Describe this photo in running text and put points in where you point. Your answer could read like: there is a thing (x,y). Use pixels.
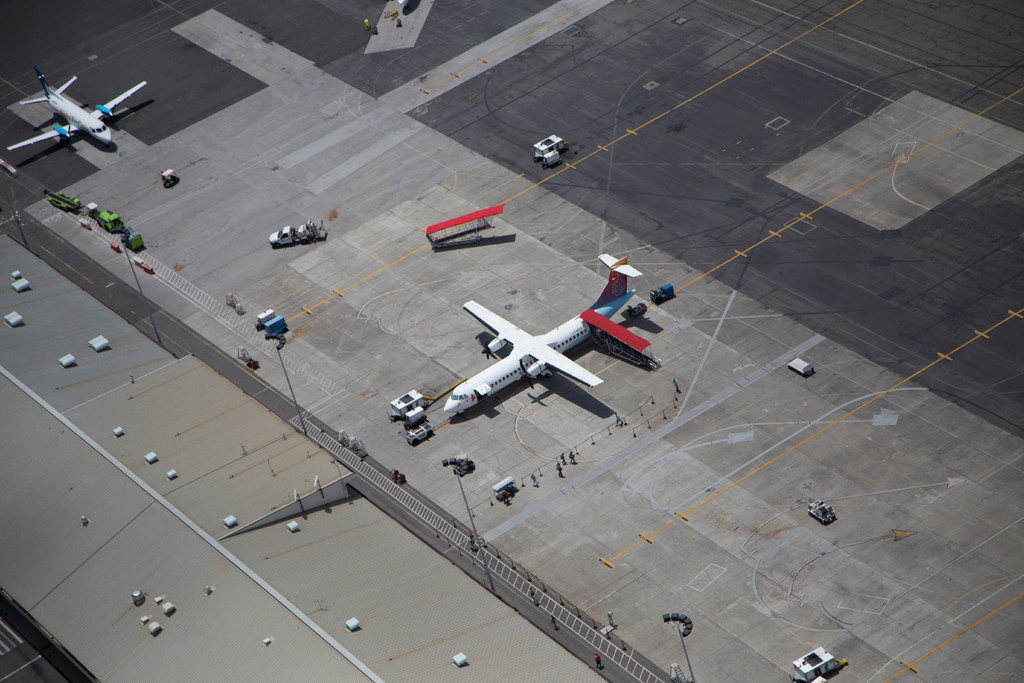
This is an outside view. In this image I can see two aeroplanes (581,368), few vehicles (294,234) on the ground (588,271) and also I can see few people (562,473). On the left side (150,554) there is a shed (250,601).
